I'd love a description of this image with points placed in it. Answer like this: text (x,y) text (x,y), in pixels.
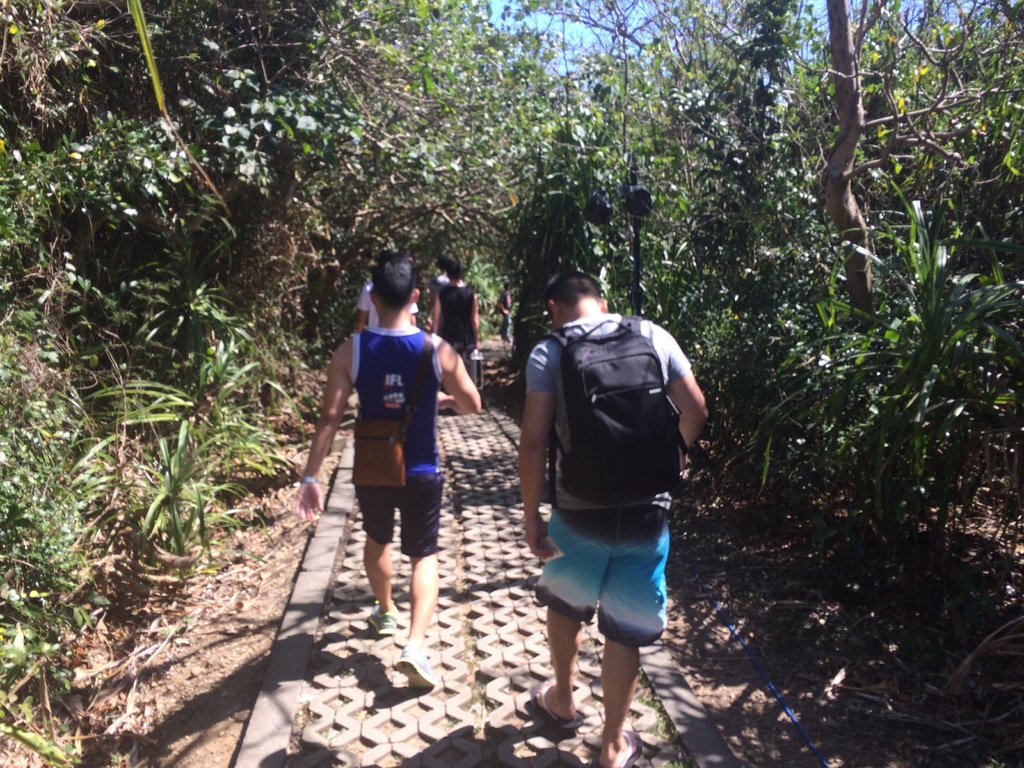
These people (456,366) are walking. Beside these people (681,401) there are plants (726,498) and trees (502,130).
